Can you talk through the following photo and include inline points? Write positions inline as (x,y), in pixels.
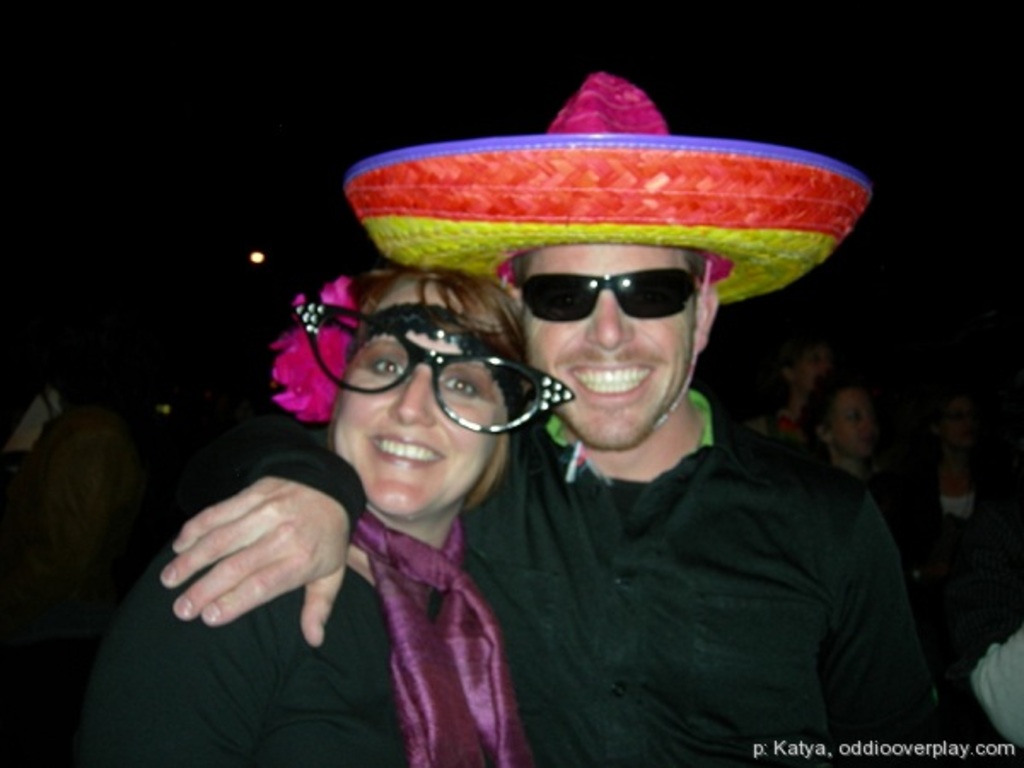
In foreground (269,673) we can see two person (256,660) a lady (250,671) and a men (612,715) and both are wearing black color shirt (563,699) and spectacles (532,374). That lady (173,694) wearing pink color scarf (486,618) and men (606,304) wearing a hat (598,92) which have four colors pink, red, yellow and violet. In background (930,543) we can see some ladies (920,493) standing over there.
